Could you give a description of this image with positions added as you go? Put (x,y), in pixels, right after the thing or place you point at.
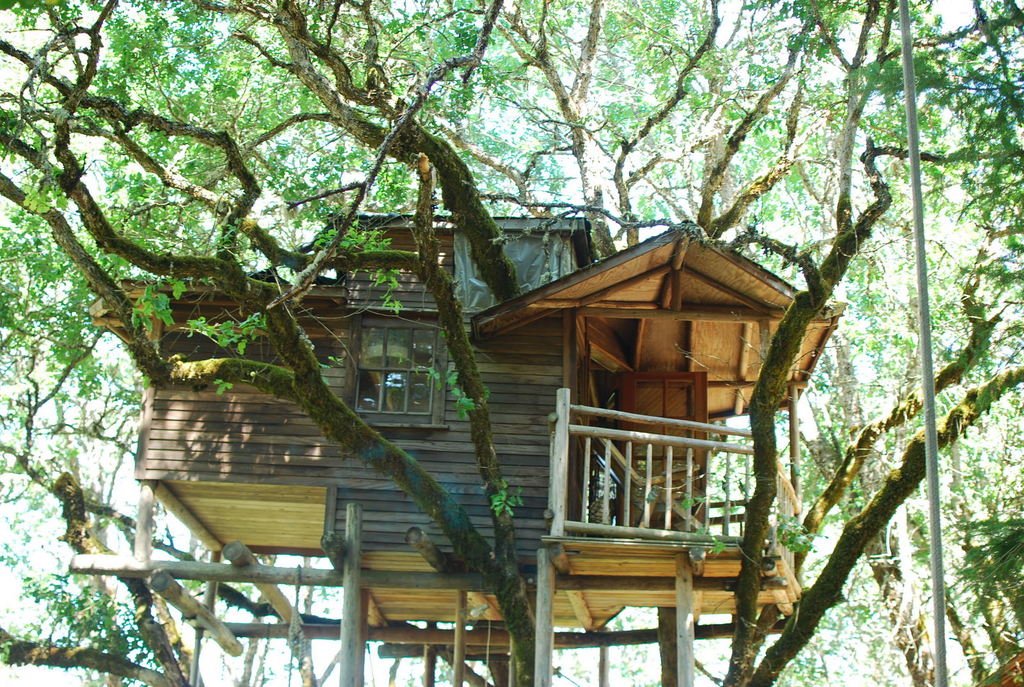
In this image in the front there is a pole (940,584) and in the center (463,453) there is a tree house (516,469). In the background (127,378) there are trees (978,311).
